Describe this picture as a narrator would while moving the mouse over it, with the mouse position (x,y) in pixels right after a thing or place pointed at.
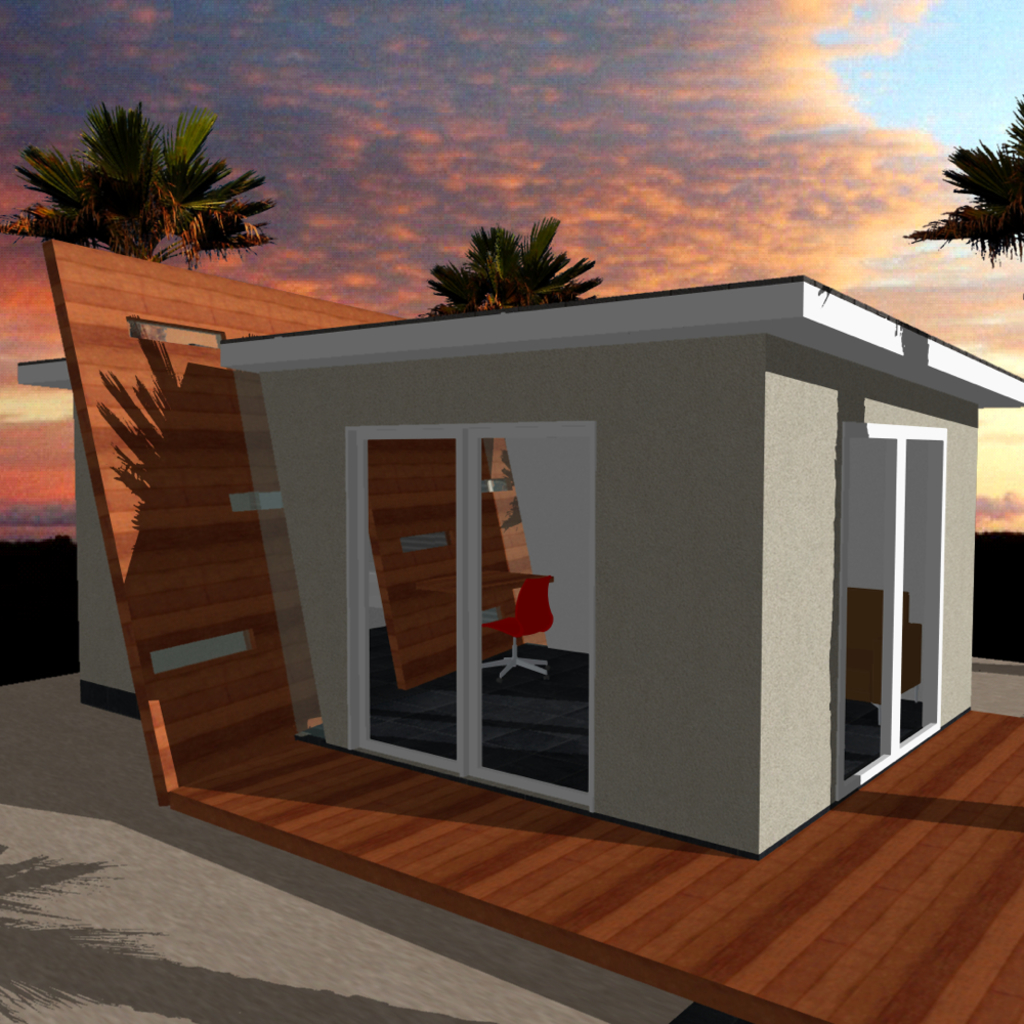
In this picture I can see graphical image of a house (506,537) and I can see trees (108,176) and a blue cloudy sky (775,118).
